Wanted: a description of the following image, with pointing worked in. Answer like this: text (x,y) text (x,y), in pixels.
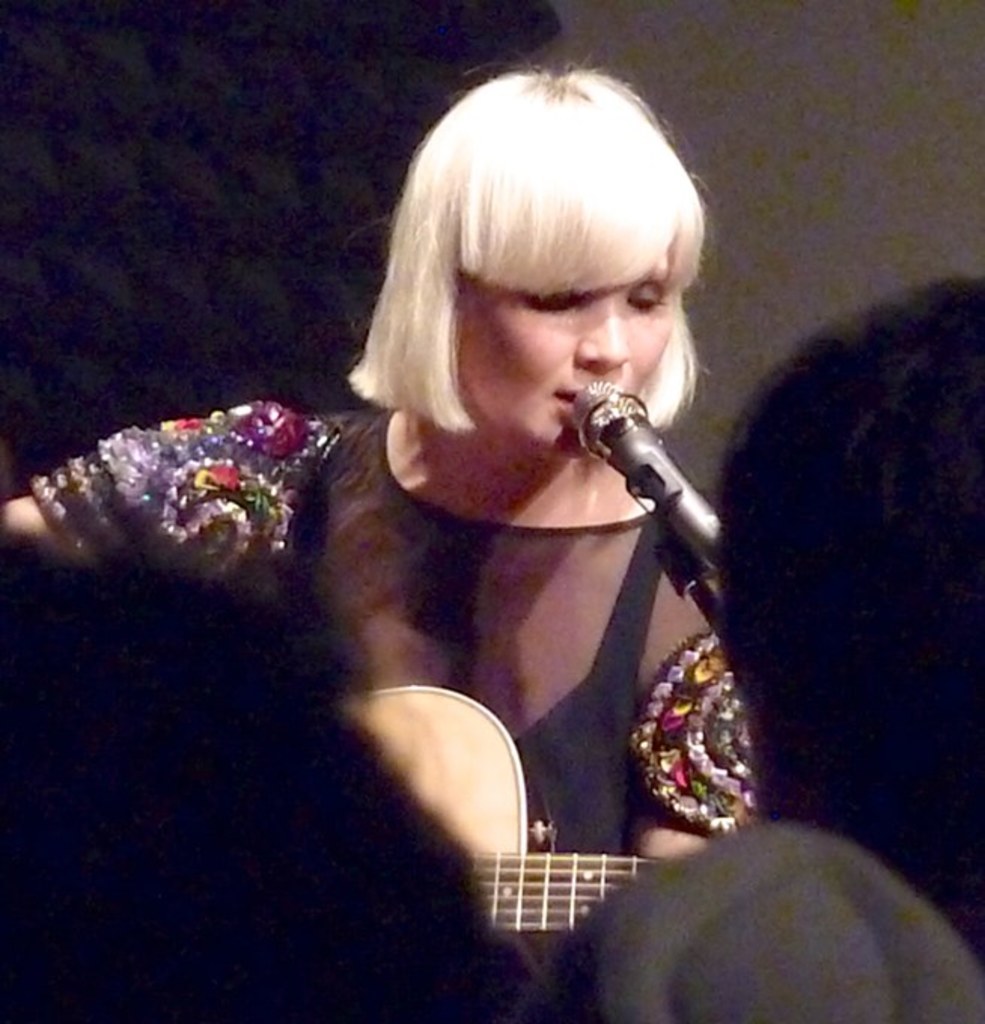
This is a picture of a woman (529,635) in black dress (536,707) holding a guitar (481,749) and singing a song in front of the woman (563,400) there is a microphone (649,441) with stand (698,559). Behind the woman (518,357) there is a wall (858,292).
